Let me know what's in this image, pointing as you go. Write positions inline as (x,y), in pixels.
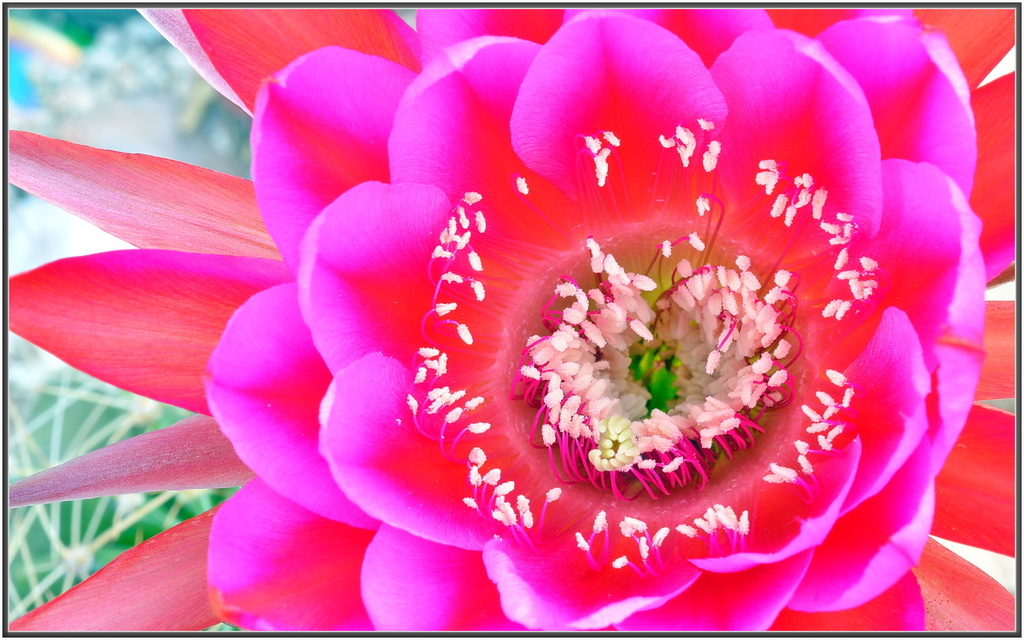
In the picture I can see a flower (587,440). The background of the image (119,99) is blurred. The flower (412,429) is red and pink in color.
